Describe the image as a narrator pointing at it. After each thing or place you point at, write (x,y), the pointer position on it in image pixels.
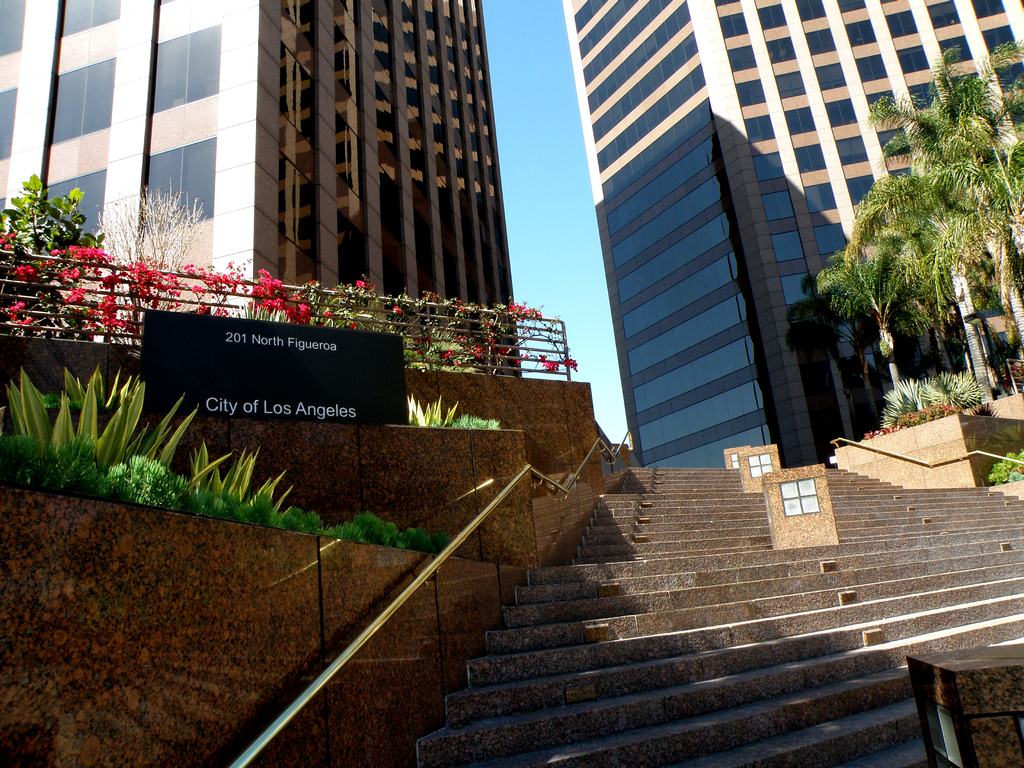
This image is taken outdoors. At the bottom of the image (698,616) there is a staircase (636,611) with railing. On the left side of the image (298,518) there are a few plants (314,526) with flowers (111,314) and there is a railing (514,341). There is a board (286,391) with a text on it. On the right side of the image (950,309) there are a few trees (941,252) and plants (897,416). In the background (597,148) there are two buildings (297,137) with wall (496,197) and windows (640,190).
